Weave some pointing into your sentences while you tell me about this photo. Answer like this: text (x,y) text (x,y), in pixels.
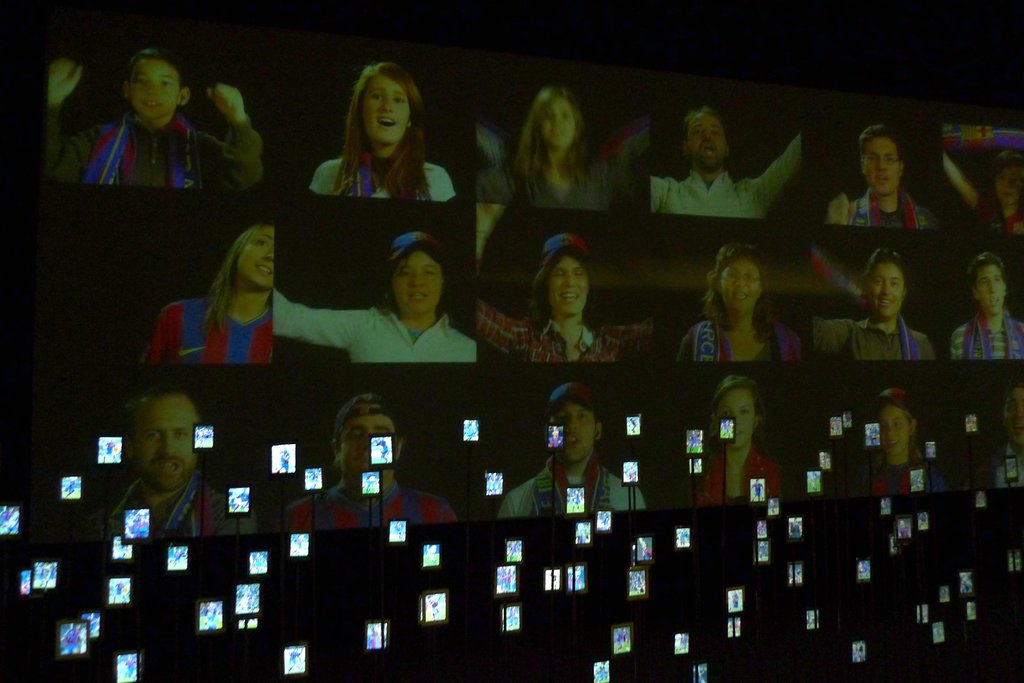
In this image we can see a screen (641,295). At the bottom (124,556) there are mobiles (860,568).
